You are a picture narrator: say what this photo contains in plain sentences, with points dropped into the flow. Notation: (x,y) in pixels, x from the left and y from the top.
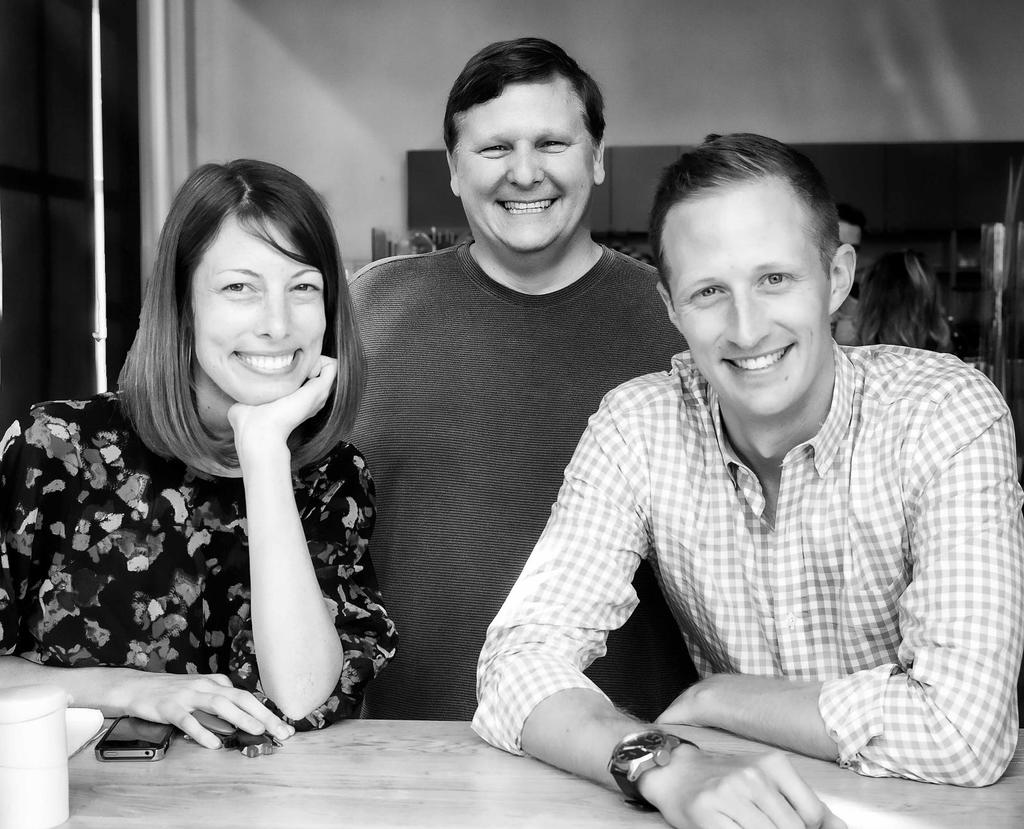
This is a black and white picture, in this image we can see a few people (506,493), among them some are smiling, in front of them, we can see a table (148,802), on the table (154,802), we can see a mobile phone (142,737) and some other objects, in the background (630,107), we can see the wall (869,112).
